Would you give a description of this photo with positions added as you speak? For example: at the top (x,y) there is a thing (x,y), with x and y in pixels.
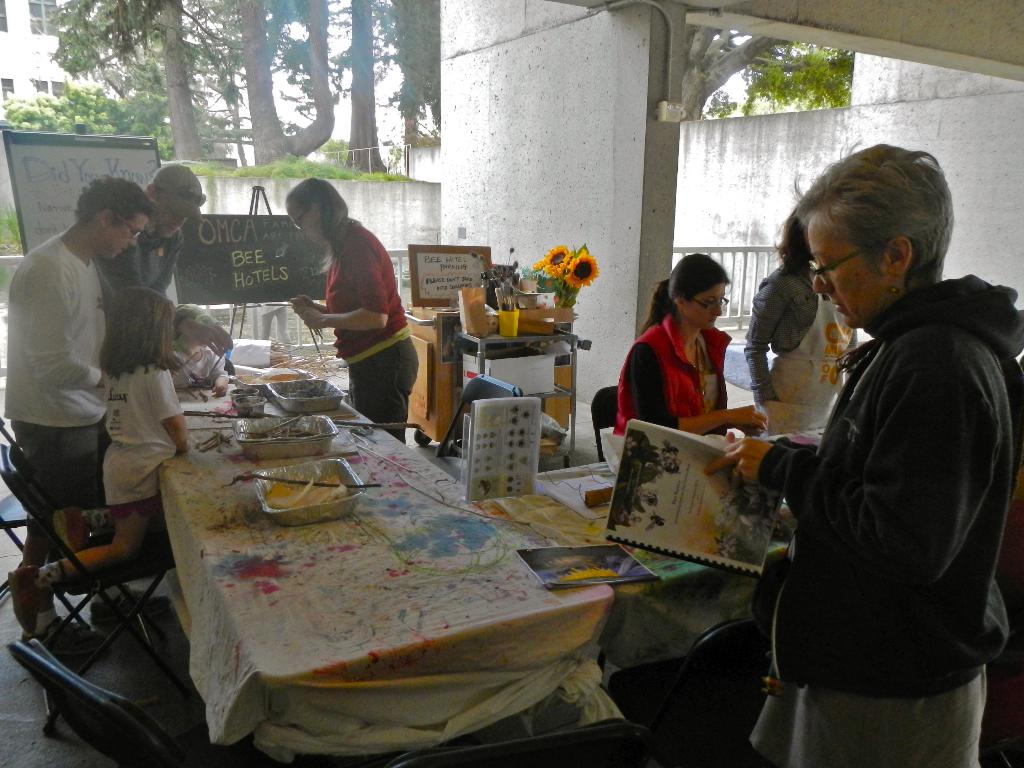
Front this woman (898,489) wore black jacket (846,500) and holding a book (691,446). These persons (779,472) are standing around this table (364,542), on this table (348,548) there are cups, books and things (274,479). Far on this table (561,337) there are flowers (562,256), board (434,251), bag (472,313) and container (505,334). Here we can able to see two board (238,264) in black and white color. Far there are number of trees (123,48) and building (43,40) with window (36,19).
